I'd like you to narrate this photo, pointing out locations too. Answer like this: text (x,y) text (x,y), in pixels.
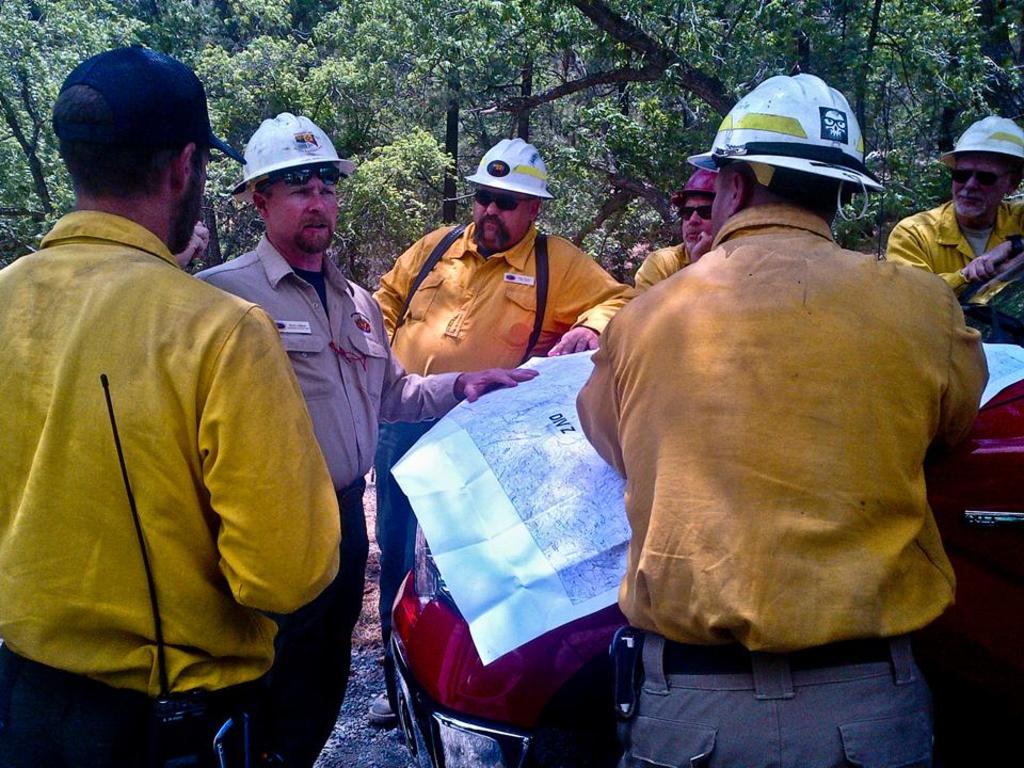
This picture shows few people (474,287) standing and they wore helmets (509,182) on their heads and we see a man (164,134) wore a cap (123,122) on his head (135,174) and we see sunglasses (982,178) on their faces (316,193) and we see a red car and a man (616,404) holding map (485,496) in his hand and we see trees (596,55) around.
